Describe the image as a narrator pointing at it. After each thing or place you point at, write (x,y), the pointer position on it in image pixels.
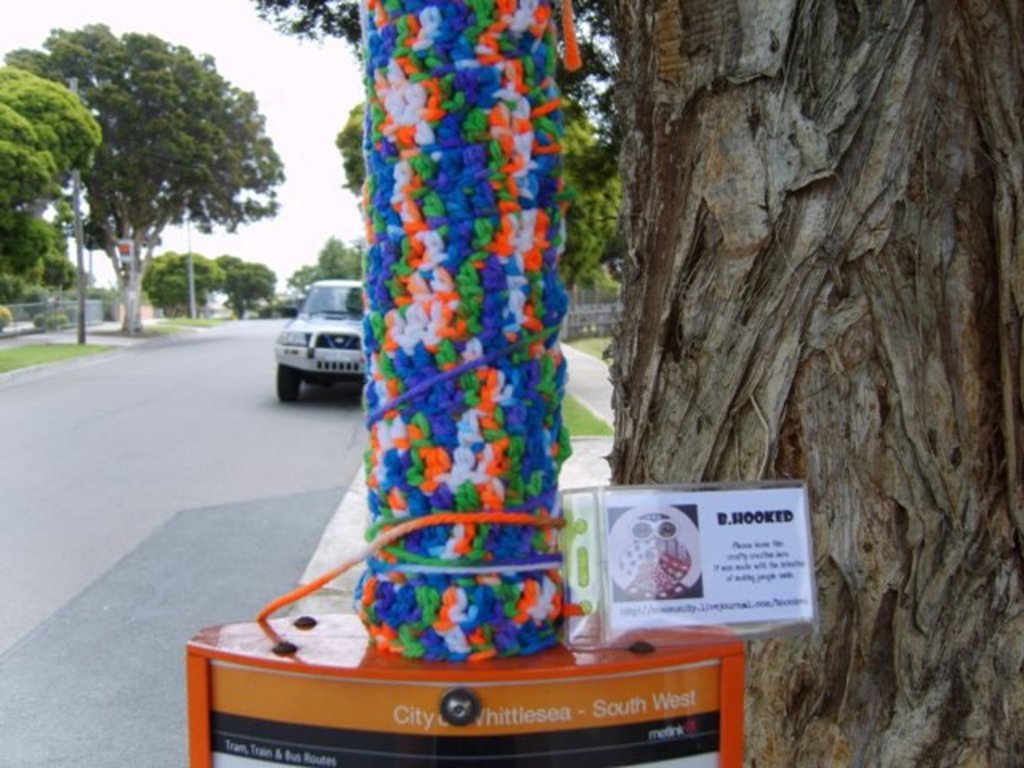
In the foreground of the image (473,575) we can see a group of woolen ropes (479,461) placed on the surface (418,697), we can also see a board (718,554) with some text (741,601). In the right side of the image (729,274) we can see bark (952,304) of a tree (936,511). In the background (329,326), we can see a vehicle (311,354) parked on road (252,426), a group of trees (241,304), fence (19,317) and the sky (273,106).
